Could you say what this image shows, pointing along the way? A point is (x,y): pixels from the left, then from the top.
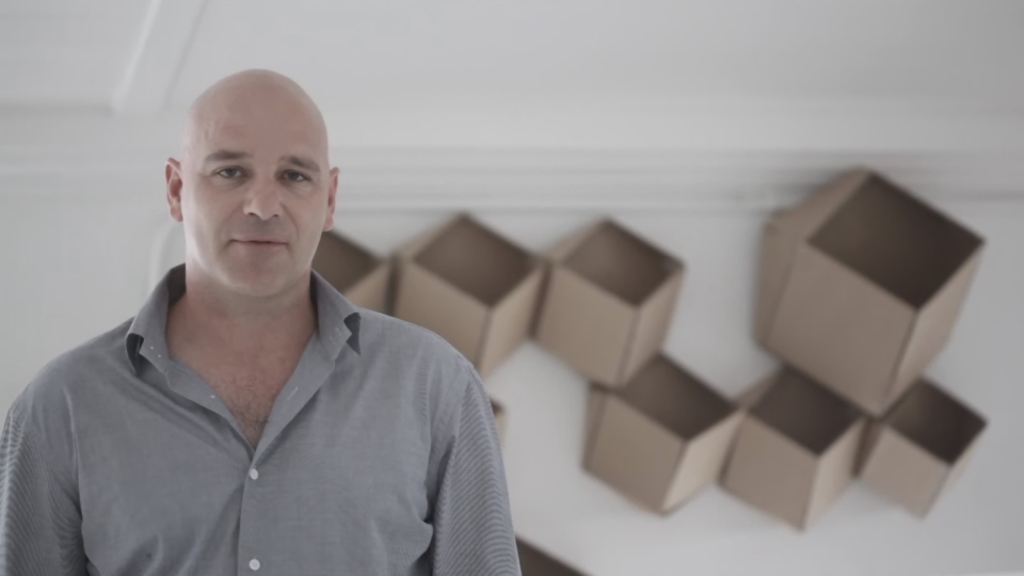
In this image I can see a person (291,359) standing and wearing ash color dress (350,444). Back Side I can see white and brown color background (670,249).
